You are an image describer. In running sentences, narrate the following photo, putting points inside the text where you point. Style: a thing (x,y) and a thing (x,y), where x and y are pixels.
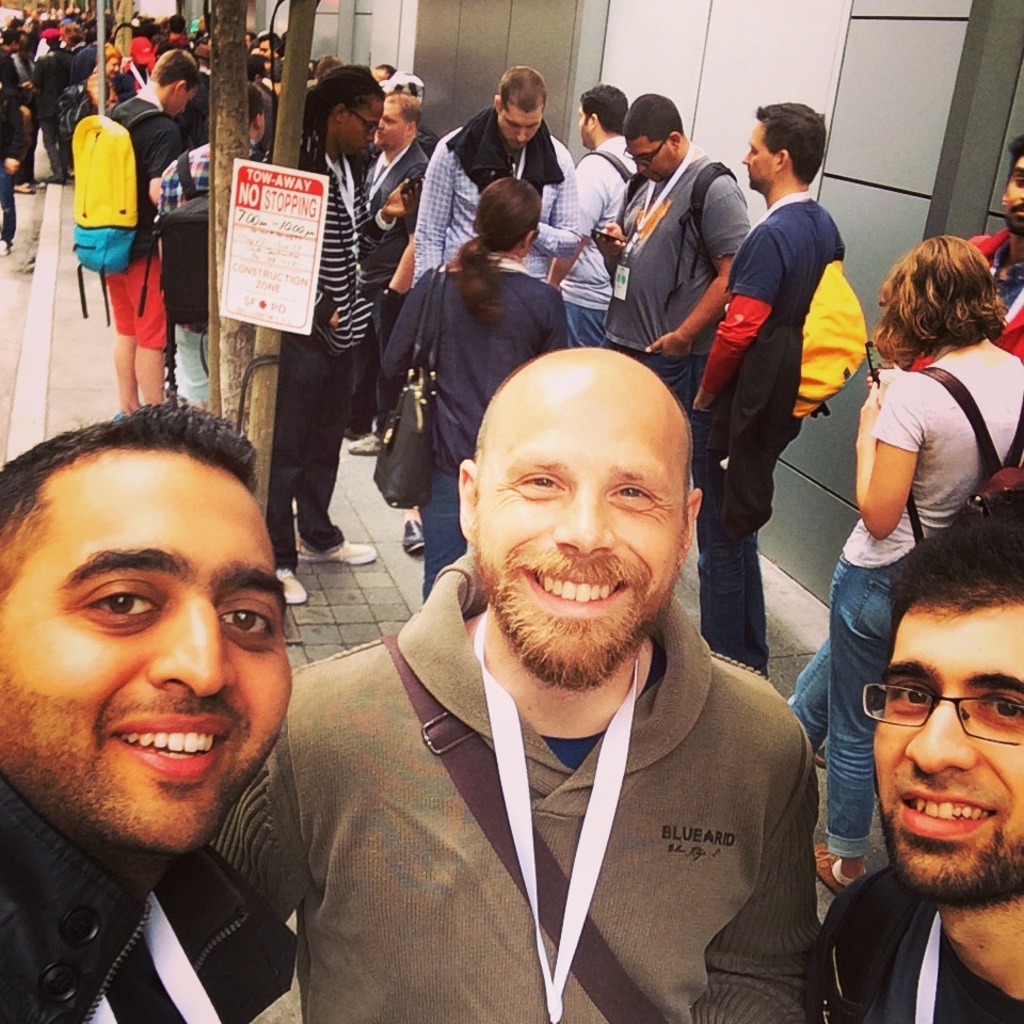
In this image I can see group of people (71,646) standing. The person (419,829) in front (404,818) wearing brown shirt (640,820), white color tag (526,830), background (978,59) I can see a building (605,59) in gray color and I can also see a white color board (277,190) attached to the tree (241,97).
